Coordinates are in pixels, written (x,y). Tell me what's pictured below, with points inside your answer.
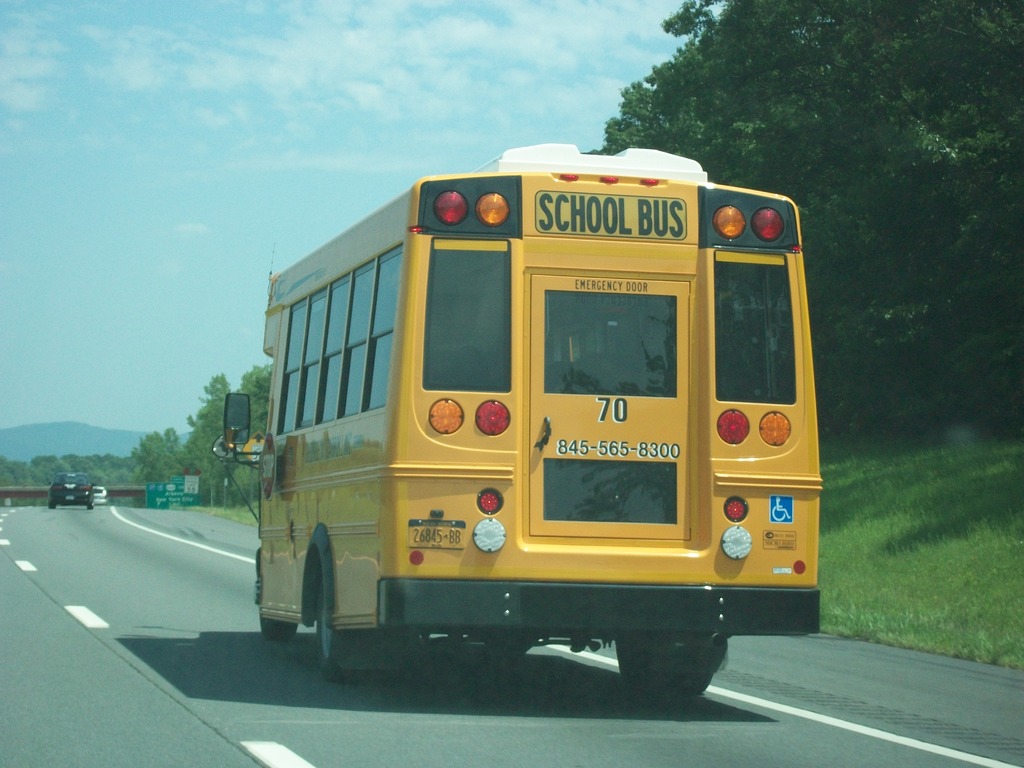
In this image we can see a yellow color school bus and other vehicles (100,490) are moving on the road (145,517). Here we can see grass (854,482), trees (146,474), boards (188,481), bridge (135,499), hills (60,429) and the sky (165,110) in the background (234,233).
